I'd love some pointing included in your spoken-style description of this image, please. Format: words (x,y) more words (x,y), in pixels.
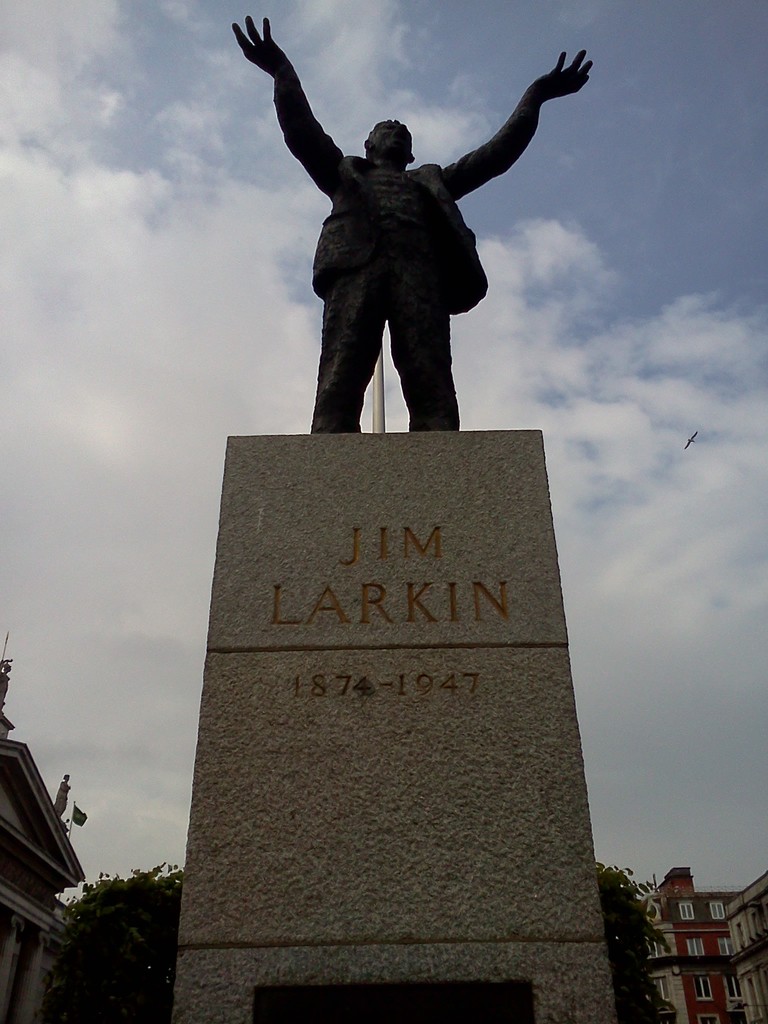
This picture is mainly highlighted with a statue (440,367) of a man (436,317) and here it is written as JIM LARKIN 1874 TO 1947. On the background of the picture (456,39) we can see a clear sky (661,192) with clouds (628,472). This is a bird (687,444). At the left side of the picture (34,853) we can see a house (57,917) and a tree (119,927) and at the right side of the picture (708,945) we can see a building (703,936) and a tree (623,948).
